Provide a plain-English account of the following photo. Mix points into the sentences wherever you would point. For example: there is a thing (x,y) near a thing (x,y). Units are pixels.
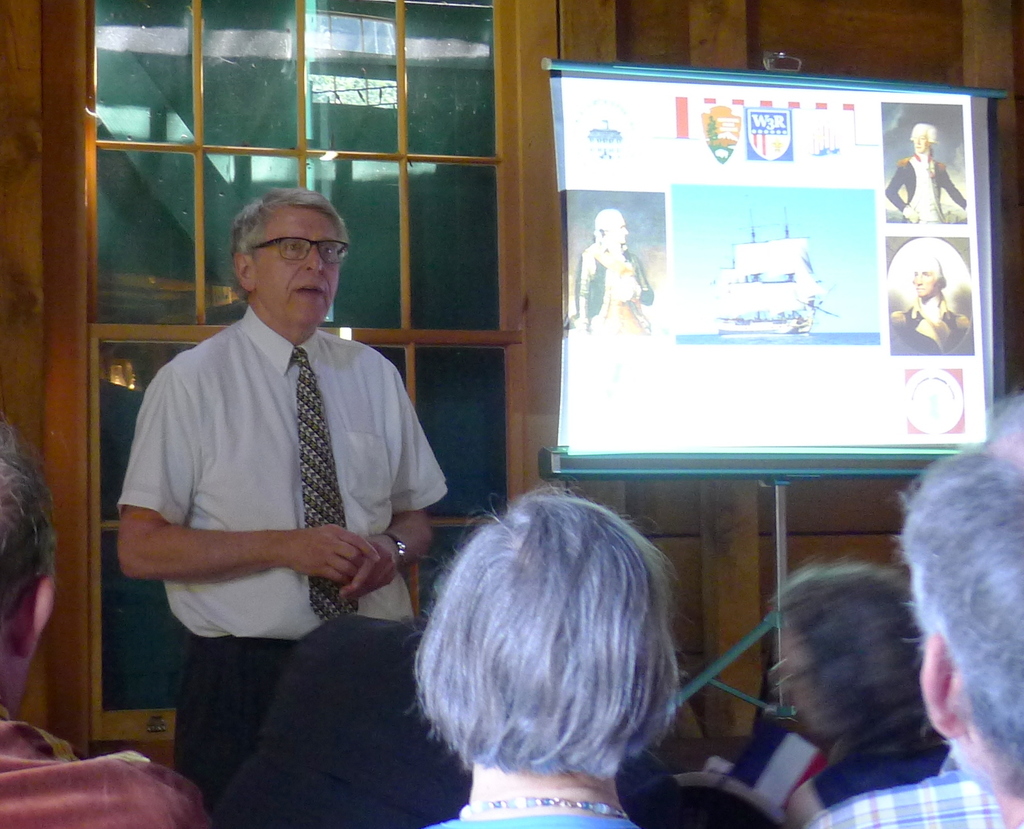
In this picture we can see some people (357,764) are sitting and a man (298,537) in the white shirt (296,460) is standing. On the right side of the man (313,501) there is a projector screen (787,373) with a stand (782,546). Behind the man (309,422) there is a window (391,247) and a wooden wall (25,224).
